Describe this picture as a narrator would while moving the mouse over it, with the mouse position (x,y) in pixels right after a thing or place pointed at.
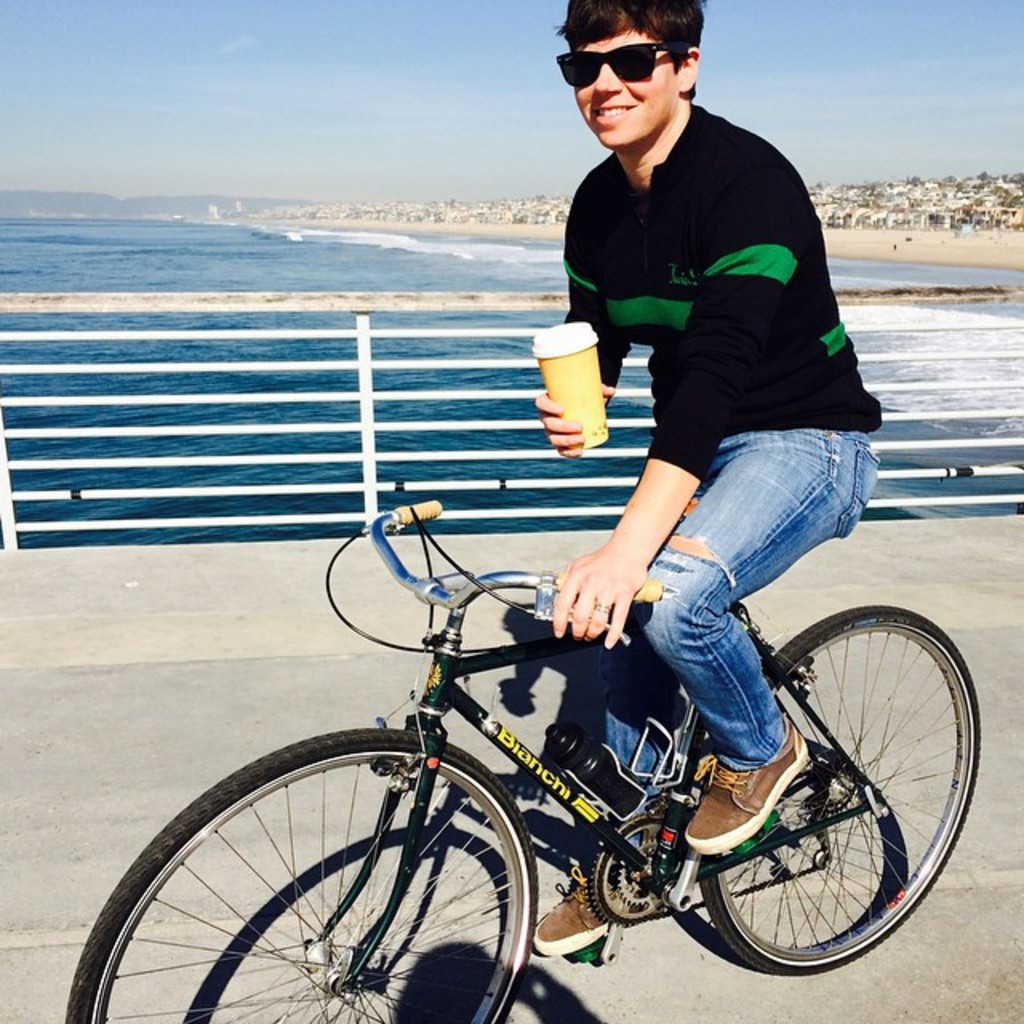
Here we can see a man (613,537) riding a bicycle (598,648) holding a cup (592,395) of coffee (591,412) in his hand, he is wearing goggles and behind him we can see a railing (46,299) and a sea (197,270) present.
